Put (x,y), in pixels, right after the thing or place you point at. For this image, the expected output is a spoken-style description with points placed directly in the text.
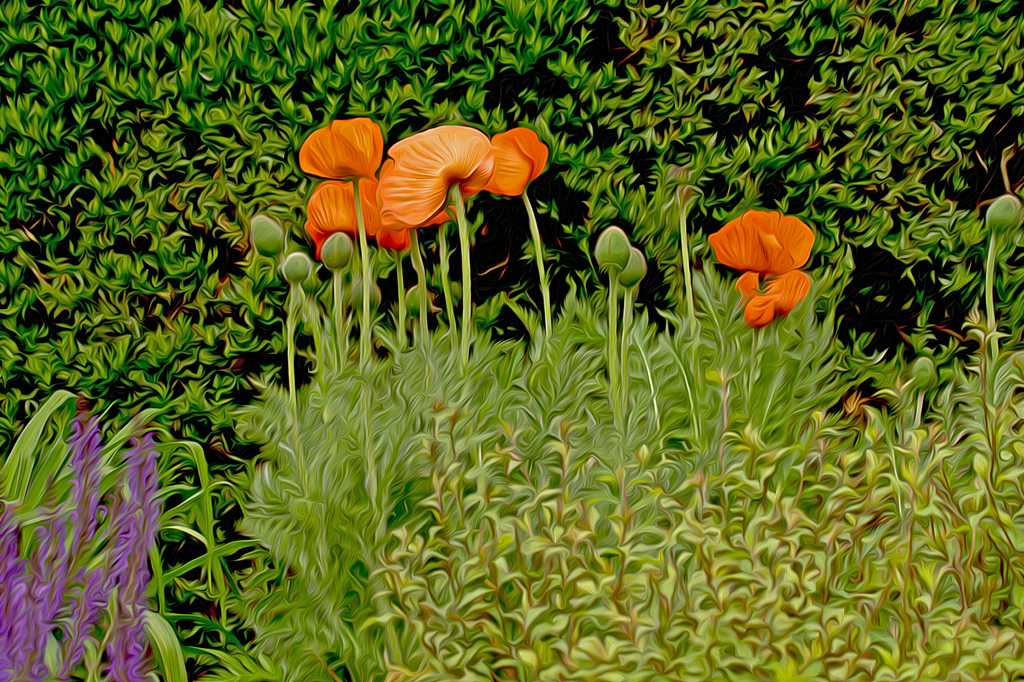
In this image there are plants (411,341), there are buds (330,245), there are flowers (772,306).
